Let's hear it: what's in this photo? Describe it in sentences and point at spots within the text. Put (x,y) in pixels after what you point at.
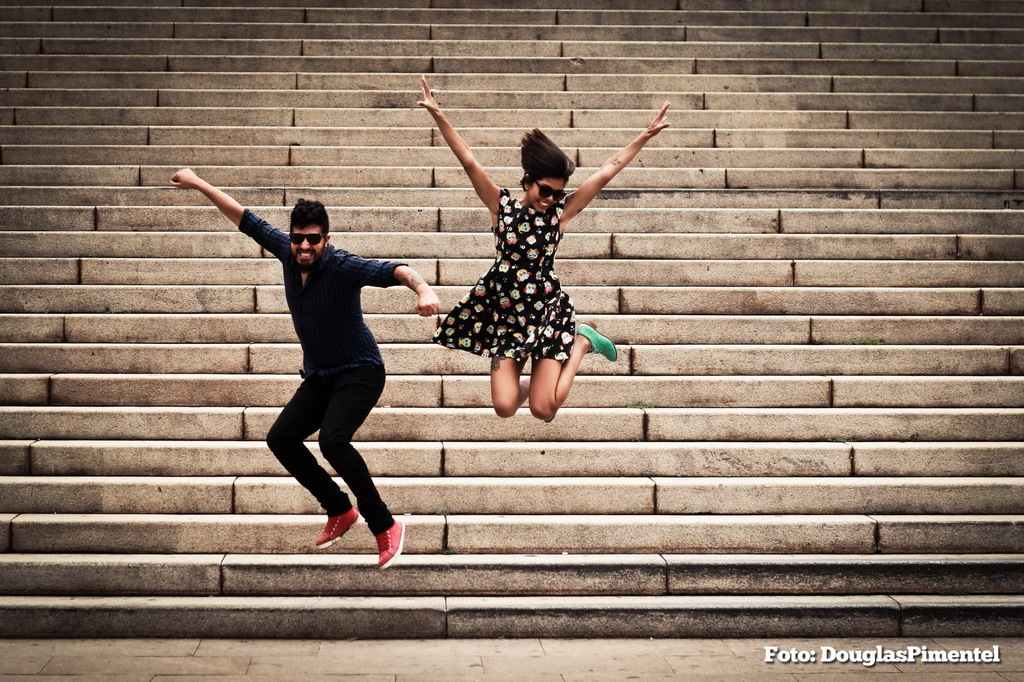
In this picture there is a boy (301,296) wearing black color shirt (329,307) and jumping from the steps (375,555). Beside there is a girl (541,287) wearing black top (530,328) and green shoes (594,343) is jumping and giving a pose. In the background (468,41) there are many steps (384,195).
